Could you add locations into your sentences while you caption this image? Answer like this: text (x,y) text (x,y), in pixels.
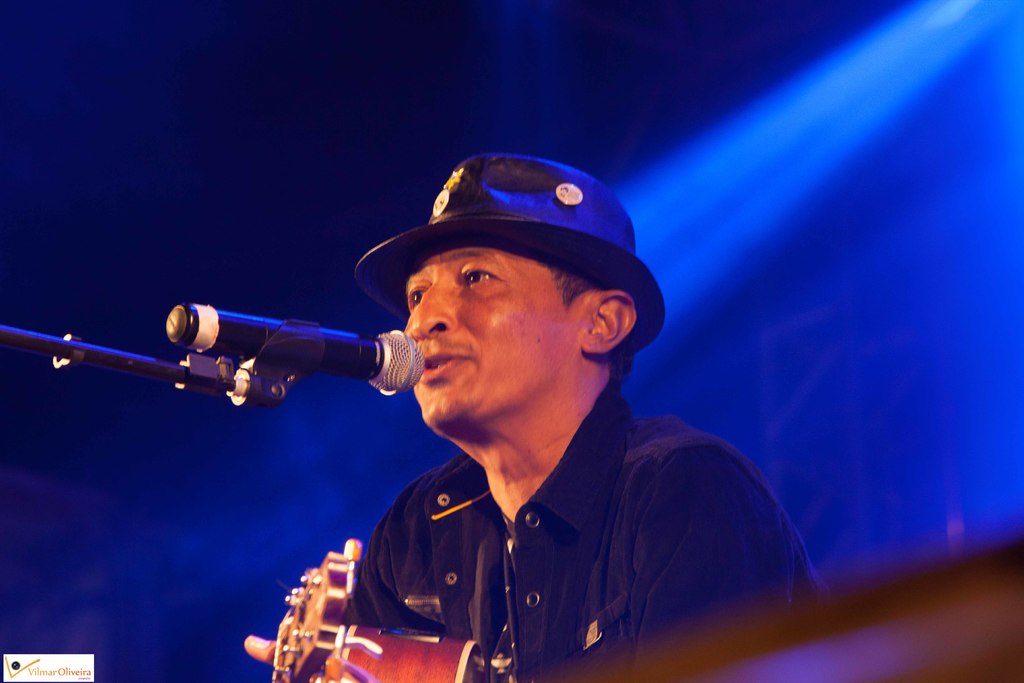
In the middle of this image (523,398), there is a person (631,489) in a jacket (557,504), wearing a cap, holding a guitar (408,671) and singing in front of a mic (239,314) which is attached to a stand (45,335). On the bottom left (82,658), there is a watermark (77,670). In the background (936,30), there is a light (927,20). And the background (917,138) is violet in color.
